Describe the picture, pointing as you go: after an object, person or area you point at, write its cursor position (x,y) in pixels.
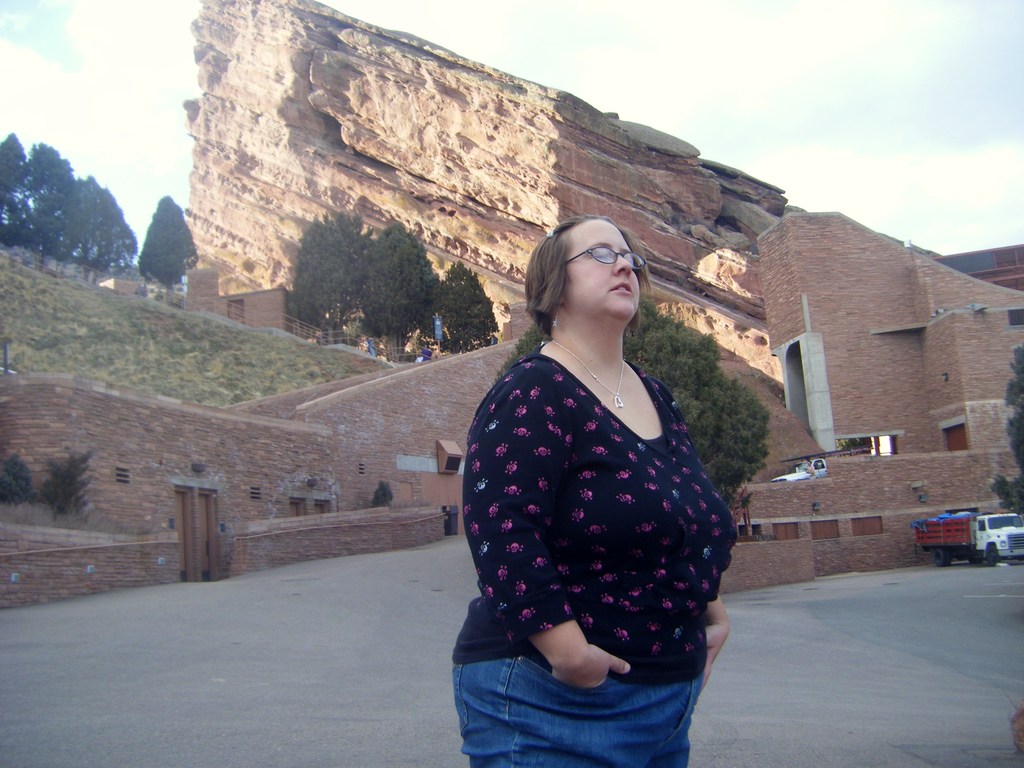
In this picture we can see a woman (541,422) standing on the road (696,741), vehicle (936,525), fort (873,549), trees (1016,379) and in the background (524,25) we can see the sky (654,113) with clouds (37,81).
